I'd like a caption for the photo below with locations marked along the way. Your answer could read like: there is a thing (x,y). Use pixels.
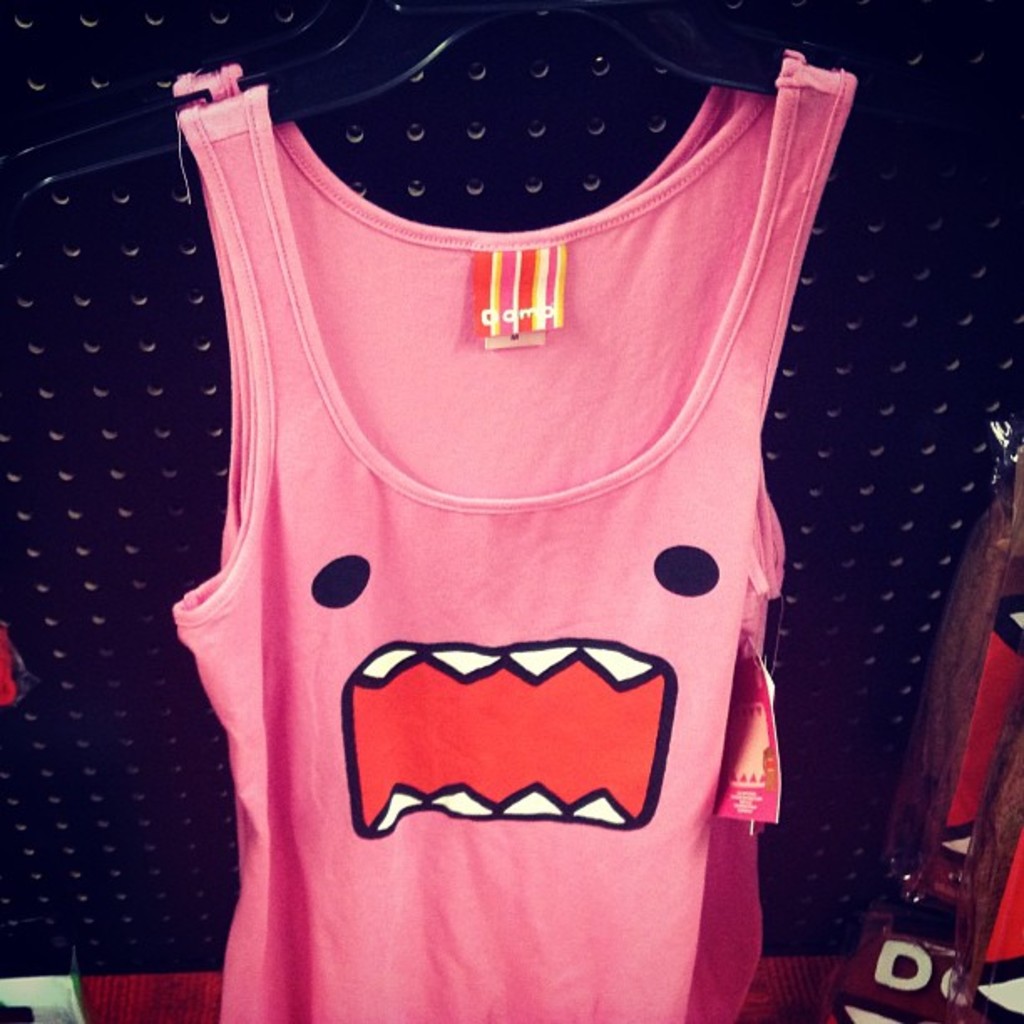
In this image, we can see clothes (414,317) hanging to the hangers (314,63) and we can see a tag (773,753) and there is a board (910,555) and some other objects (938,712).
